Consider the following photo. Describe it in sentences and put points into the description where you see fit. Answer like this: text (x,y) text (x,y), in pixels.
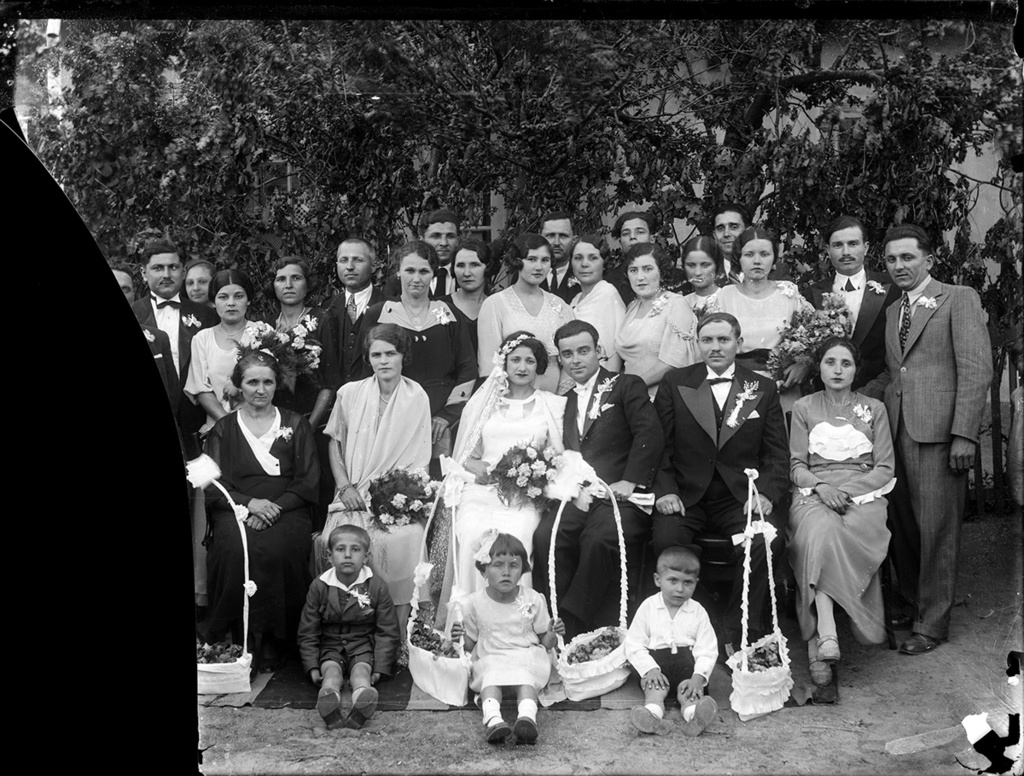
It is a black and white image, a group of people (481,337) are taking a photo with the wedding couple (512,371) and behind them there are a lot of trees (638,127).
